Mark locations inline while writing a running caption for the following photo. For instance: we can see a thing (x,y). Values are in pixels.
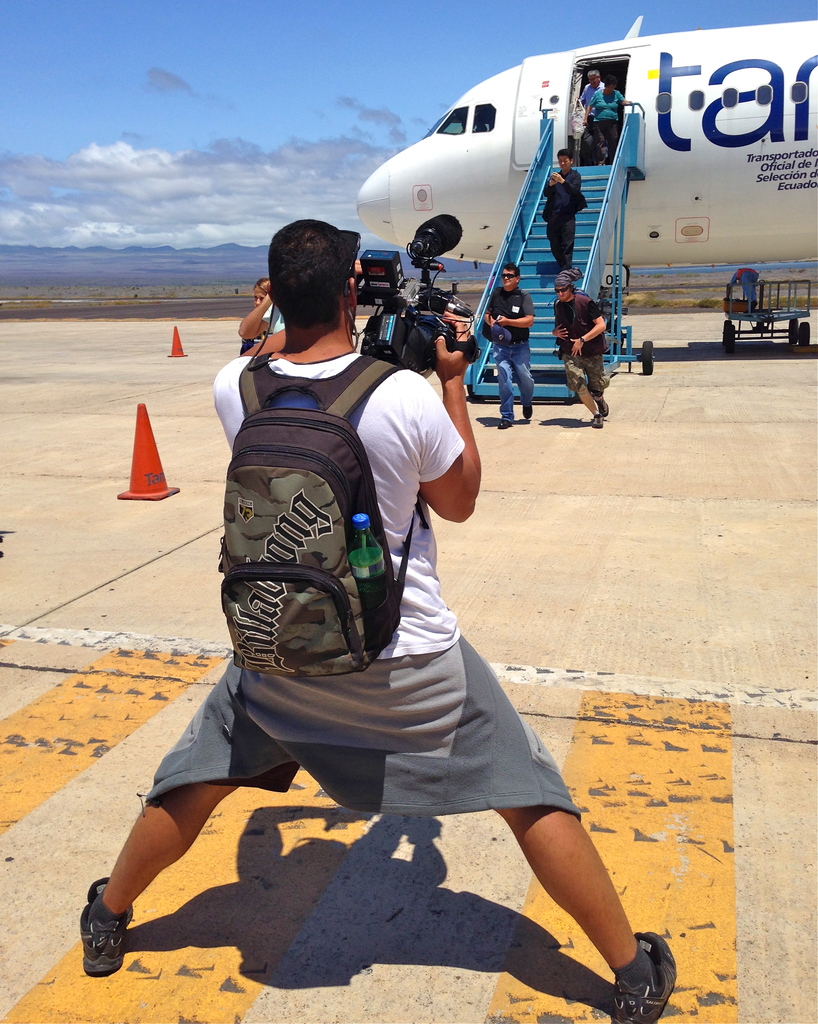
In this image we can see a person (460,745) standing on the floor (315,949) holding a camera (419,296). On the backside (559,197) we can see some people (560,234) getting down of an aeroplane (414,153). We can also see some divider poles (132,484) and the sky (189,232) which looks cloudy.
